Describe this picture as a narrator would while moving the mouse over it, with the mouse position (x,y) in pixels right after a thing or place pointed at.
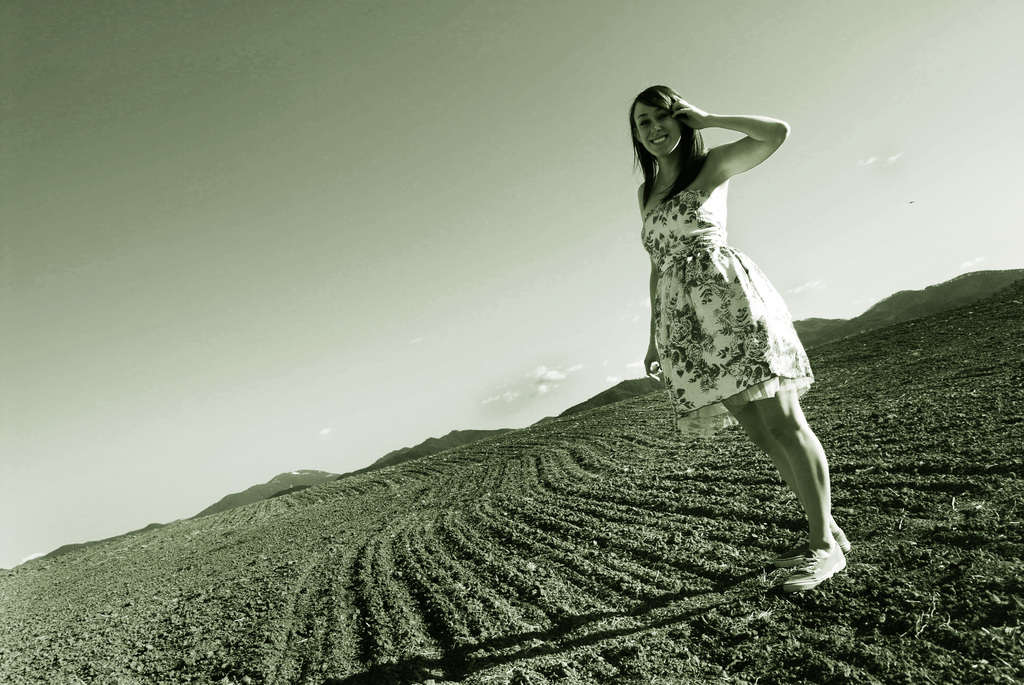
In this image we can see a woman (707,229) wearing a frock (767,294) and smiling and also standing on the soil (537,609). In the background (287,482) we can see the hills (570,413). We can also see the sky (606,294).
